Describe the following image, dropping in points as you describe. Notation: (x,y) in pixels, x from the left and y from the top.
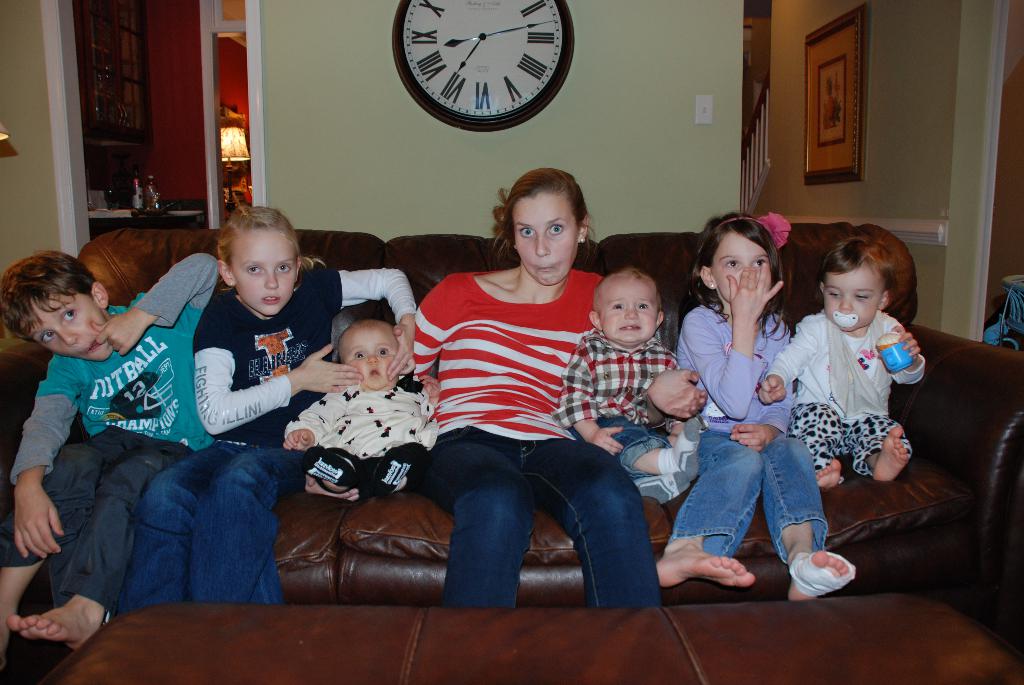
In this image we can see a woman (498,542) sitting on a sofa (396,588) and she is in the center (493,446). Here we can see two girls (694,321) sitting on the sofa (895,488). Here we can see a boy (138,361) on the left side (146,365). Here we can see the babies (598,424) on the sofa (908,487). Here we can see the clock (520,45) on the wall (570,100). Here we can see a photo frame (813,138) on the wall (796,101) and it is on the right side (839,140). Here we can see the table lamp (244,137) on the left side (233,185).
